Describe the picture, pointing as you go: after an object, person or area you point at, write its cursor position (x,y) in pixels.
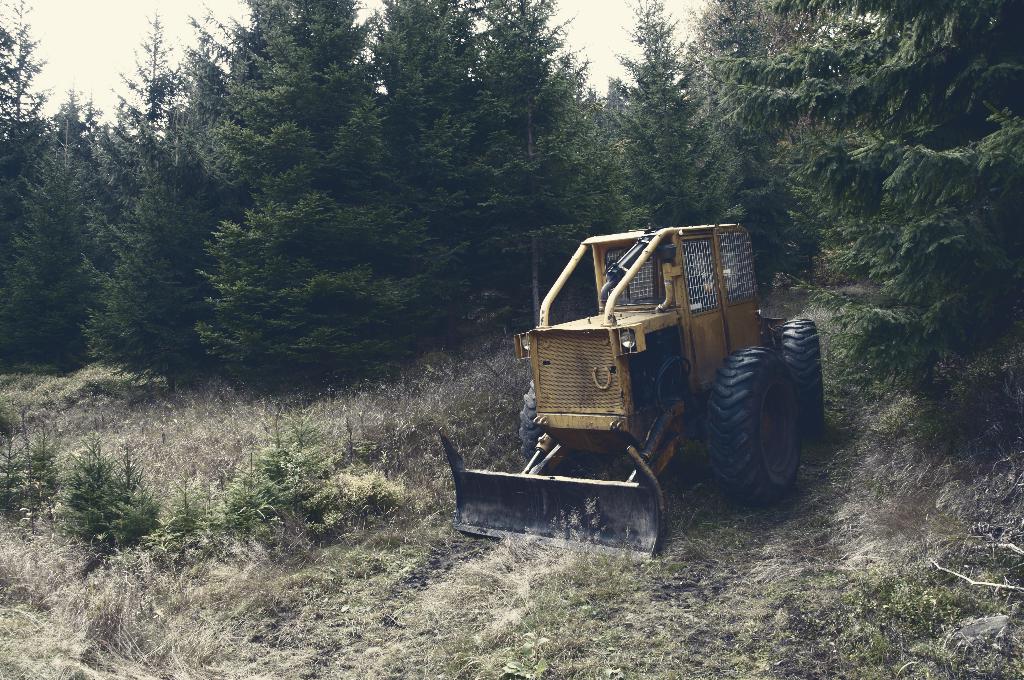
In this picture we can see a bulldozer (686,421) here, at the bottom (357,526) there is grass (372,520), we can see some trees (299,153) in the background (287,160), there is the sky (129,45) at the top of the picture (104,22).
